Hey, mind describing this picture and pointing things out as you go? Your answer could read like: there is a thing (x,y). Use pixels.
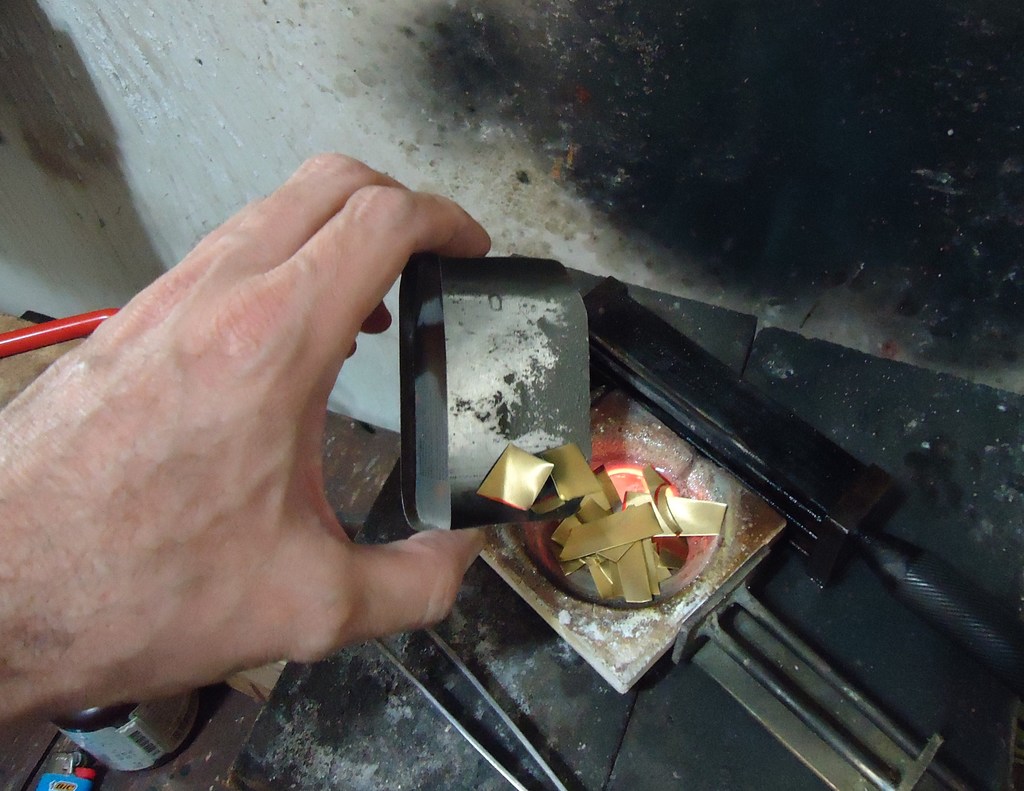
In the image on the table (408,738) there is a furnace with gold plates (625,559). And also there are few tools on the table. There is a person's hand (309,265) with an object (434,501). There are few things (157,750) in the background (100,751). And also there is a wall (857,157).
